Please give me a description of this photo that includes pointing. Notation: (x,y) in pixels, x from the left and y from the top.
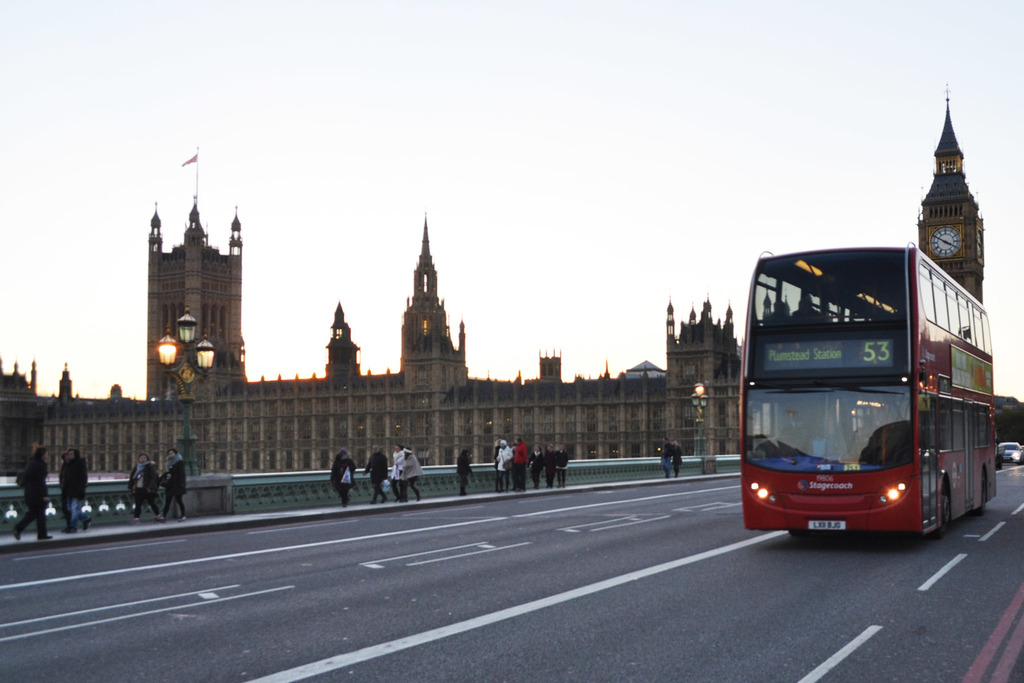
On the right (877,439) we can see a person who is driving this red double bus (930,403). On the right (1018,450) background (1012,462) we can see a car (1003,450) which is on the road (982,521). On the left (35,477) we can see group of persons (35,477) walking near to the concrete fencing (220,493) and street light (162,355). In the background (670,384) we can see building (244,414). On the top of the building (192,286) we can see a flag (191,156). On the top (647,114) there is a sky (679,101).
